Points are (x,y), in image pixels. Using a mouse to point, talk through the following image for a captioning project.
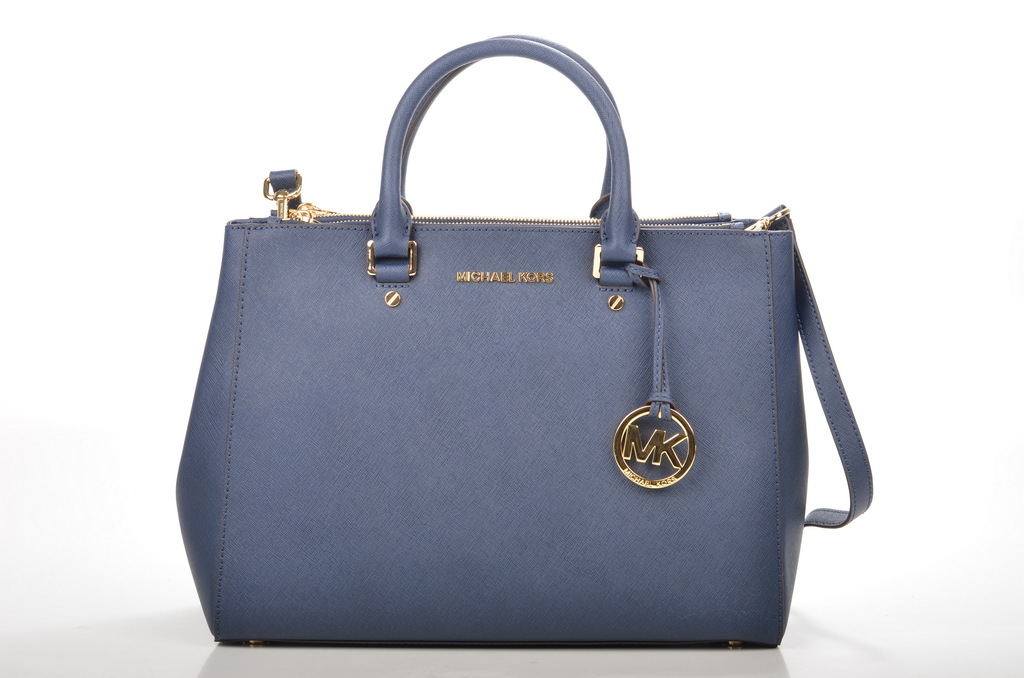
There is a beautiful hand bag (532,394) in the middle of the picture (581,365), there is a text (510,275) written on that bag (498,278).
